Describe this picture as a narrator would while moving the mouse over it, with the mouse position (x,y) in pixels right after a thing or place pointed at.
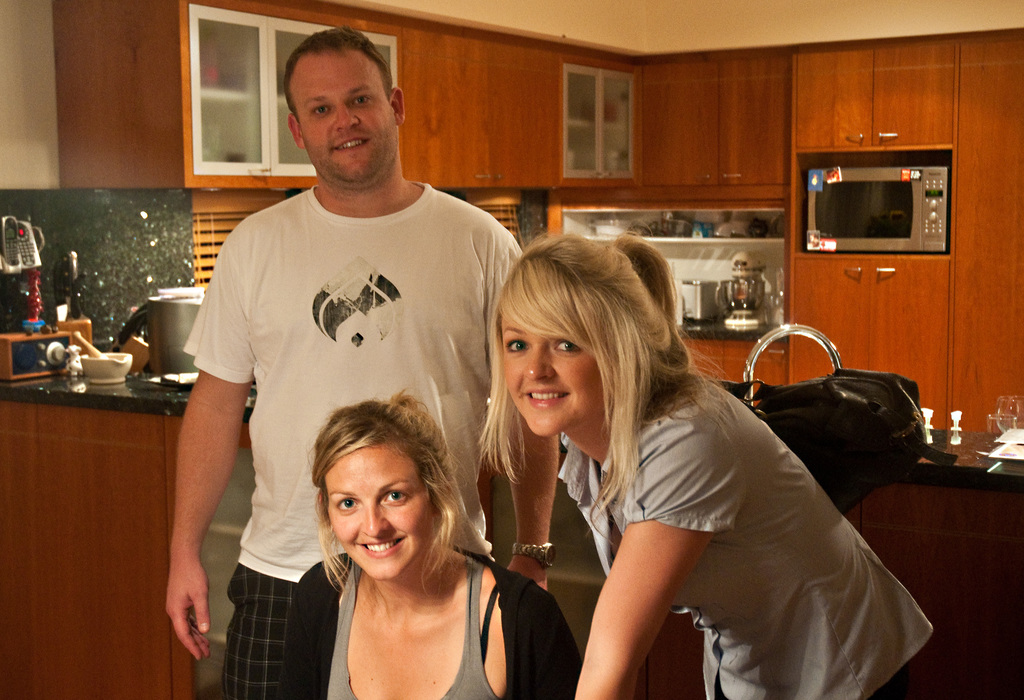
Here we can see three persons (553,481) are posing to a camera and they are smiling. In the background (68,582) we can see cupboards (497,53), oven (928,241), jar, bowls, glasses (1003,431), and a bag (903,402).
